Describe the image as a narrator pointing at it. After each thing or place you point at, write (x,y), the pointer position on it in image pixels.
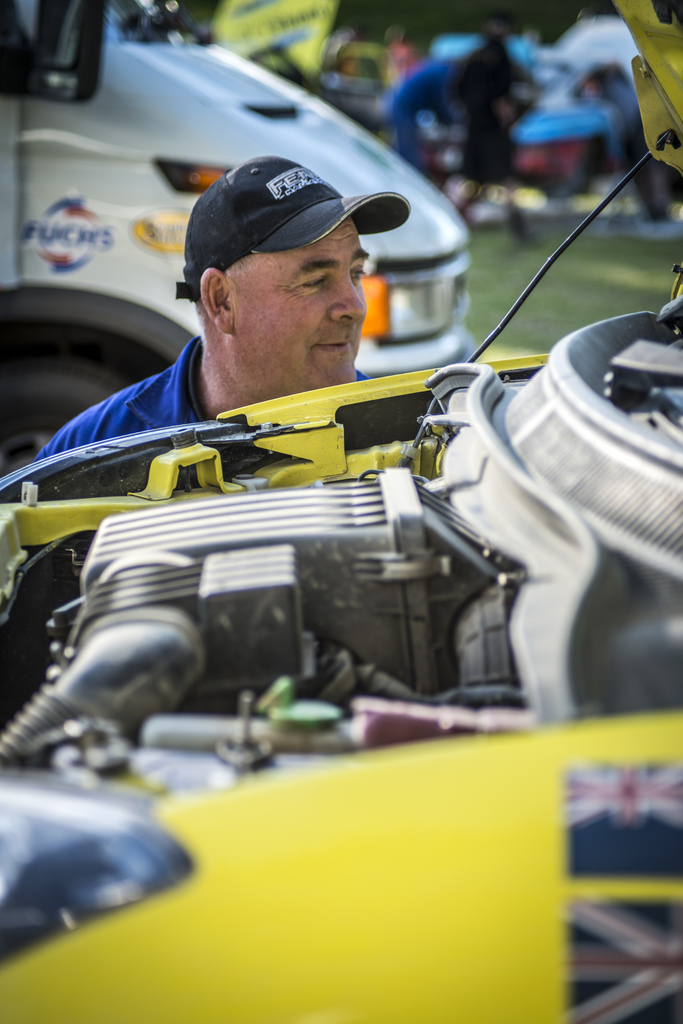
In this image we can see a man (167,385) beside the engine (209,513) of a car (262,529). On the backside (431,326) we can see a car (418,330) and some objects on the grass field (490,258).
